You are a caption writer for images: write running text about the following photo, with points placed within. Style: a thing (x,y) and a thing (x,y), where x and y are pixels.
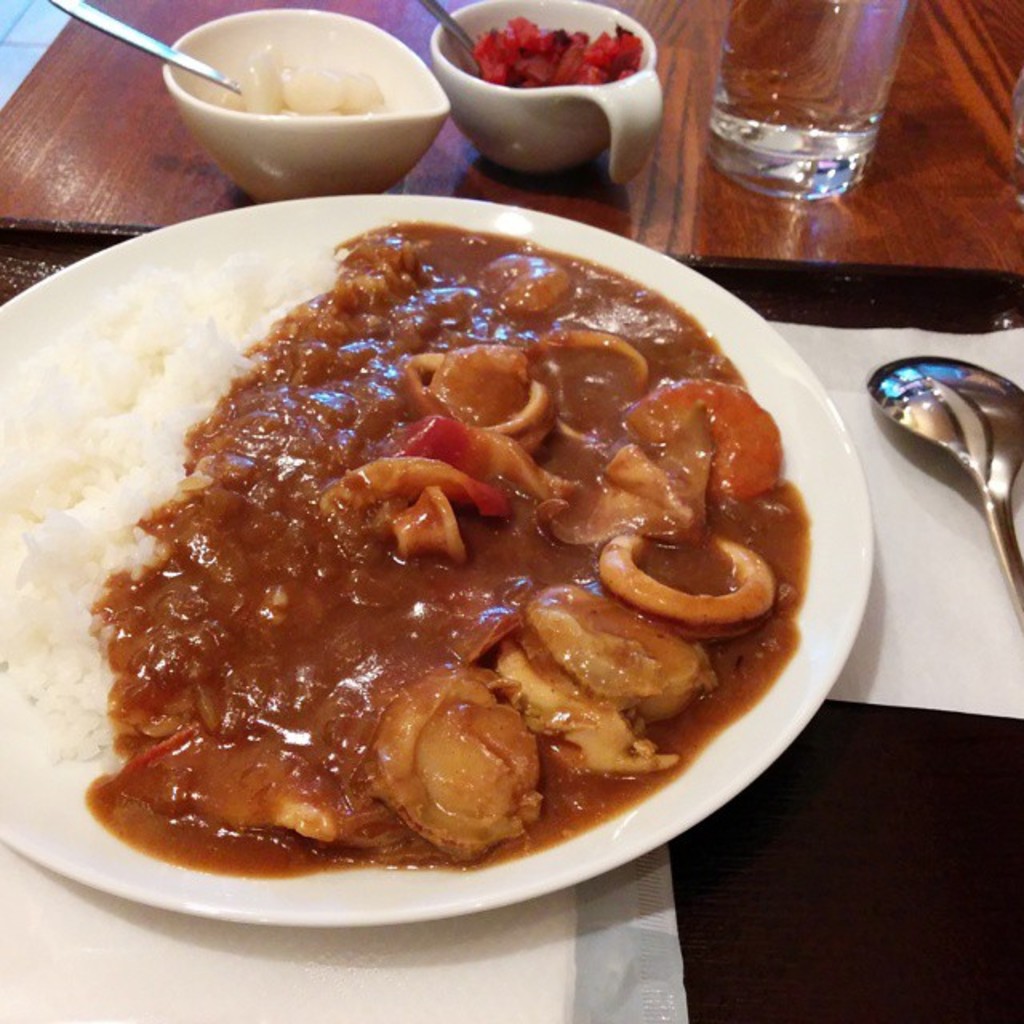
In this picture, we can see table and some objects (536,444) on the table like food items (453,470) served in a plate (444,360), bowls (229,126), and we can see spoons (982,469), glass (872,106), and tissue papers (911,690).
